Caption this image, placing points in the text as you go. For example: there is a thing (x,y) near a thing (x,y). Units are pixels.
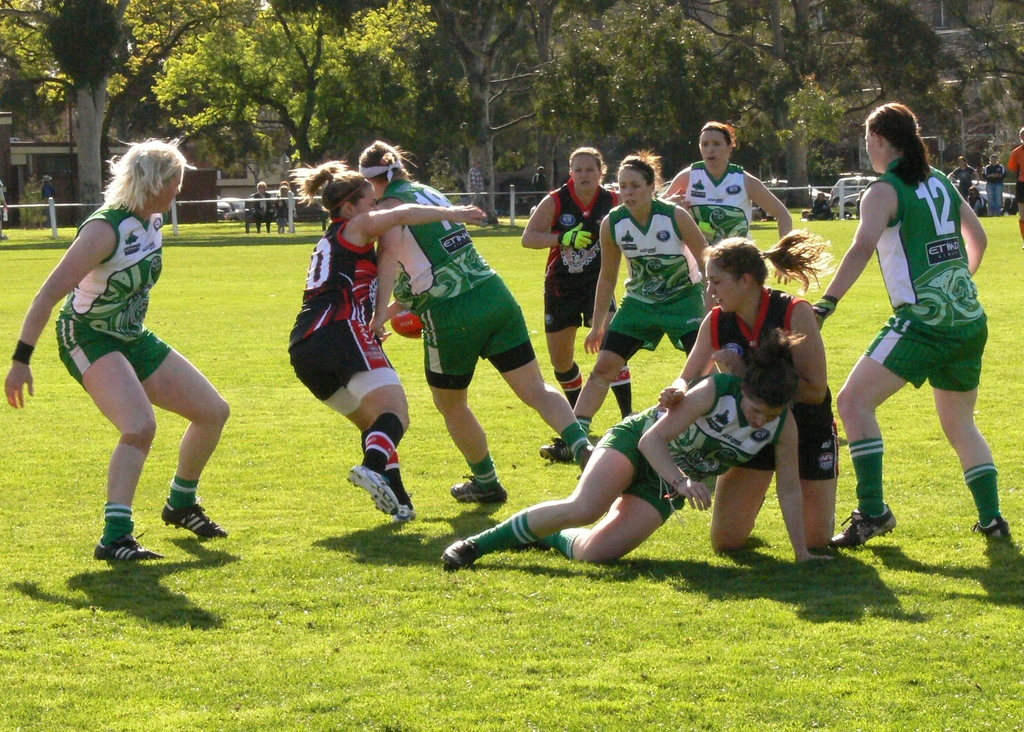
This picture is taken in a ground (699,555). In the center (668,393), there are group of women (580,372). Some of them are wearing green t shirts (666,224) and some of them are wearing black t shirts (718,354). In the center (426,258), there is a woman (474,355) holding a ball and other woman (340,222) is stopping her. At the bottom (297,611), there is grass (546,462). In the background (802,19), there are people (259,223), vehicles (845,174) and trees (491,135).
